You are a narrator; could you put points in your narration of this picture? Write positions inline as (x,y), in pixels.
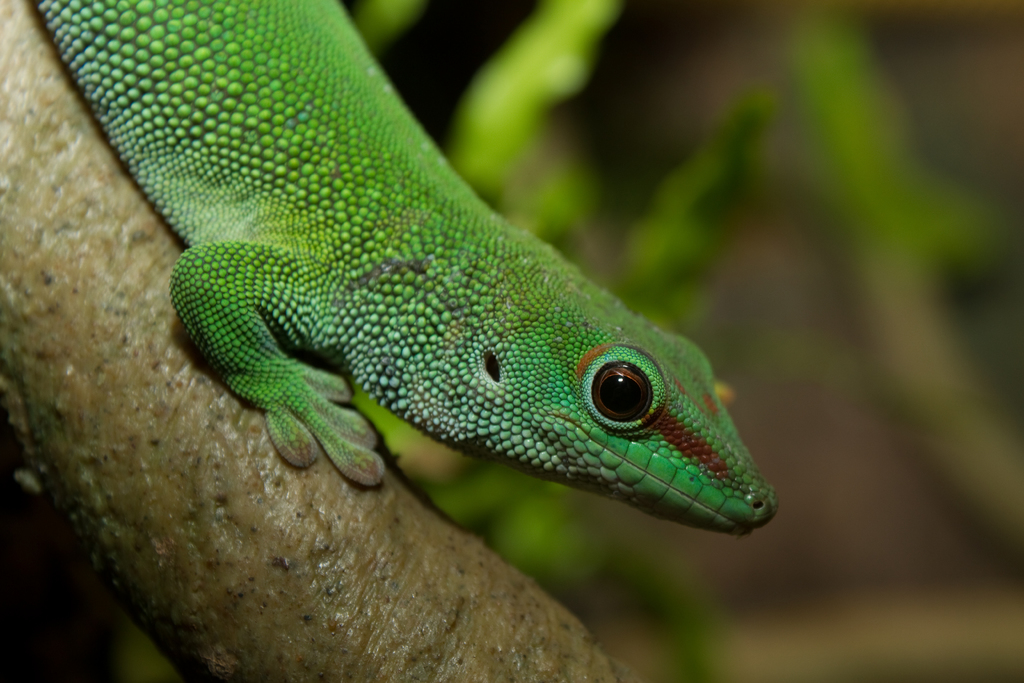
In this picture we can see a reptile (189,178) on a branch (66,179) and in the background (662,231) we can see leaves (696,167) and it is blurry.
